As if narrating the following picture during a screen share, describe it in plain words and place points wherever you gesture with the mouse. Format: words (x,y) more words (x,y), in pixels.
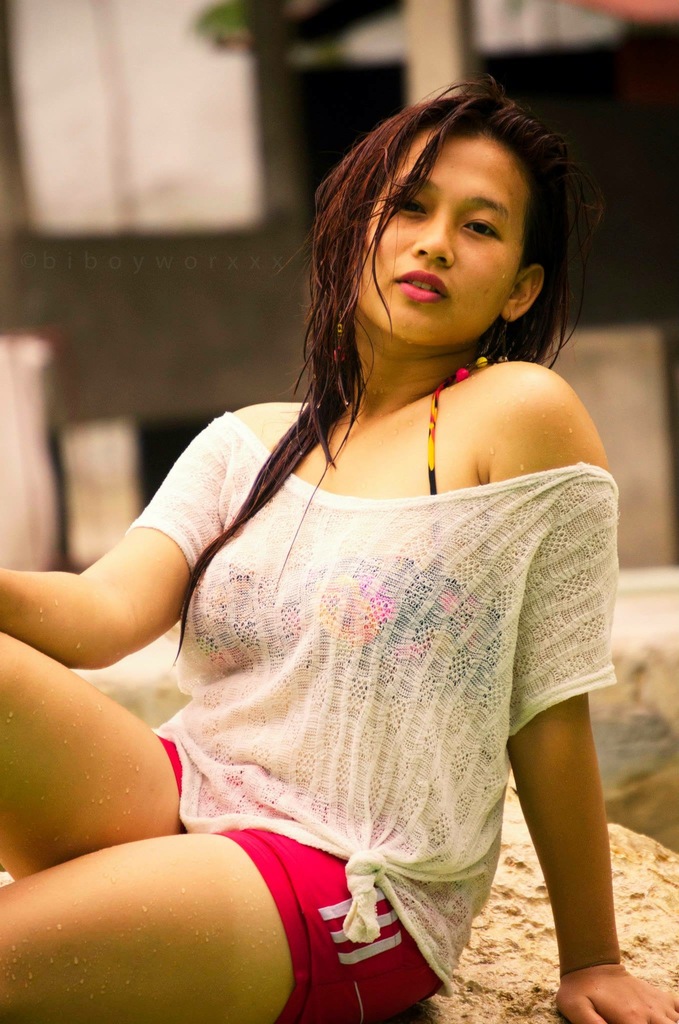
In this image I can see a woman (389,615) wearing white and red color dress (329,744) is sitting on a brown colored surface (470,964). In the background (469,55) I can see a pole (444,2) and the wall (496,44) which is white and black in color.
